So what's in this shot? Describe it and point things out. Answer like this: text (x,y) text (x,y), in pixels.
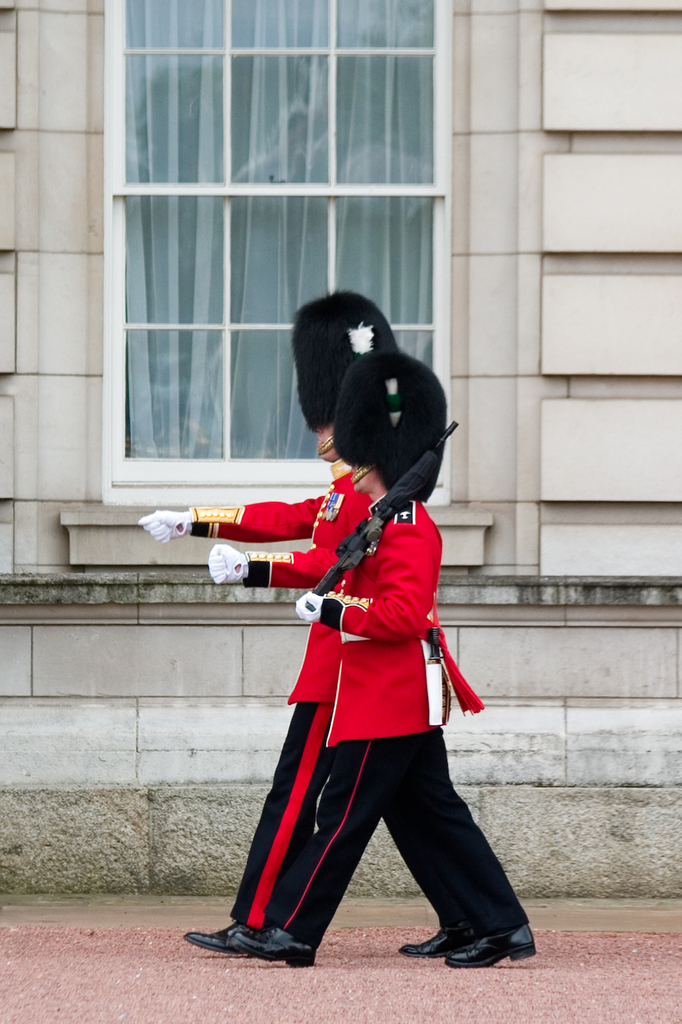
In this picture I can see couple of them (401,689) walking and looks like a man (381,583) holding a gun (376,541) in his hand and I can see a building (453,166) in the back (44,573) and I can see a glass window (313,294).
